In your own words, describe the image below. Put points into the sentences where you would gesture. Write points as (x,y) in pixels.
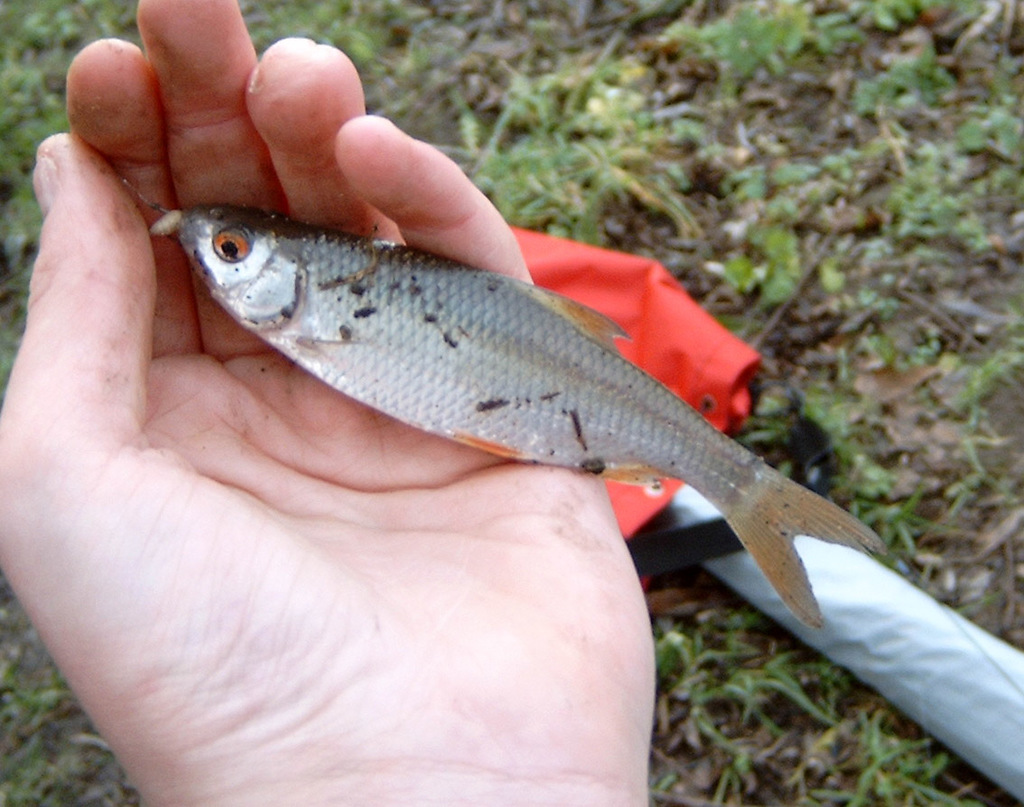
In the picture we can see a person hand (609,604) in it we can see a fish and behind the hand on the path (873,505) we can see some parts of grass (837,455) and some red color cover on it.
